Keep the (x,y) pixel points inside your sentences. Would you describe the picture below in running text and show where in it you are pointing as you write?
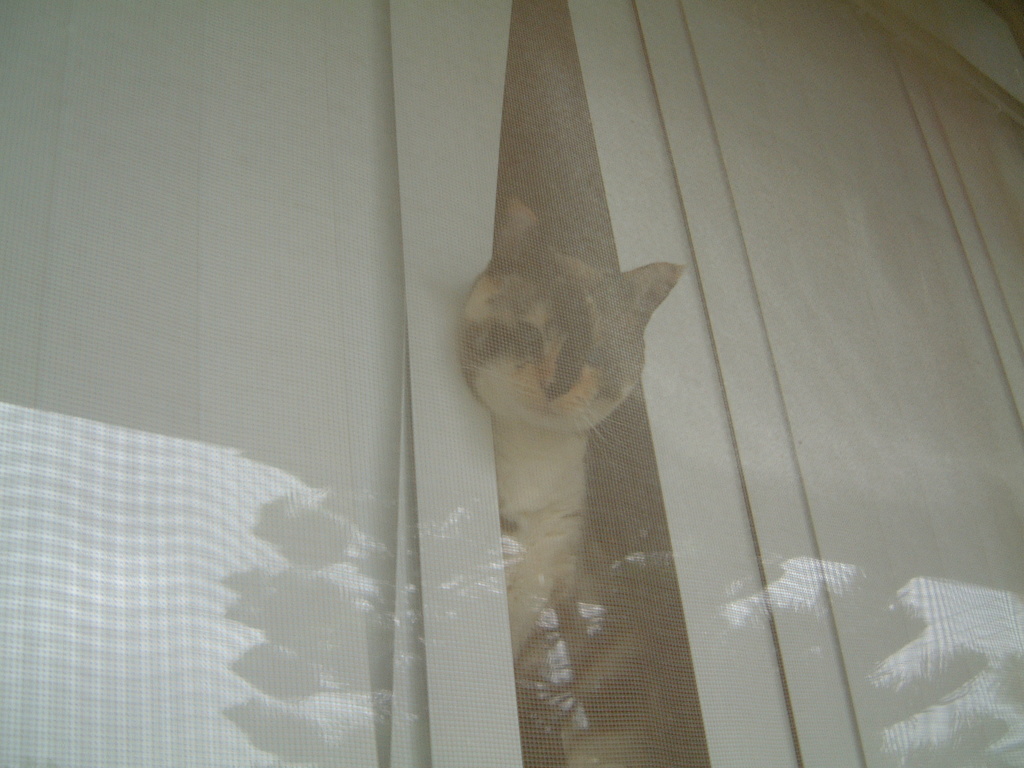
In this image, there is a cat (547,372) in between curtains (364,563).
